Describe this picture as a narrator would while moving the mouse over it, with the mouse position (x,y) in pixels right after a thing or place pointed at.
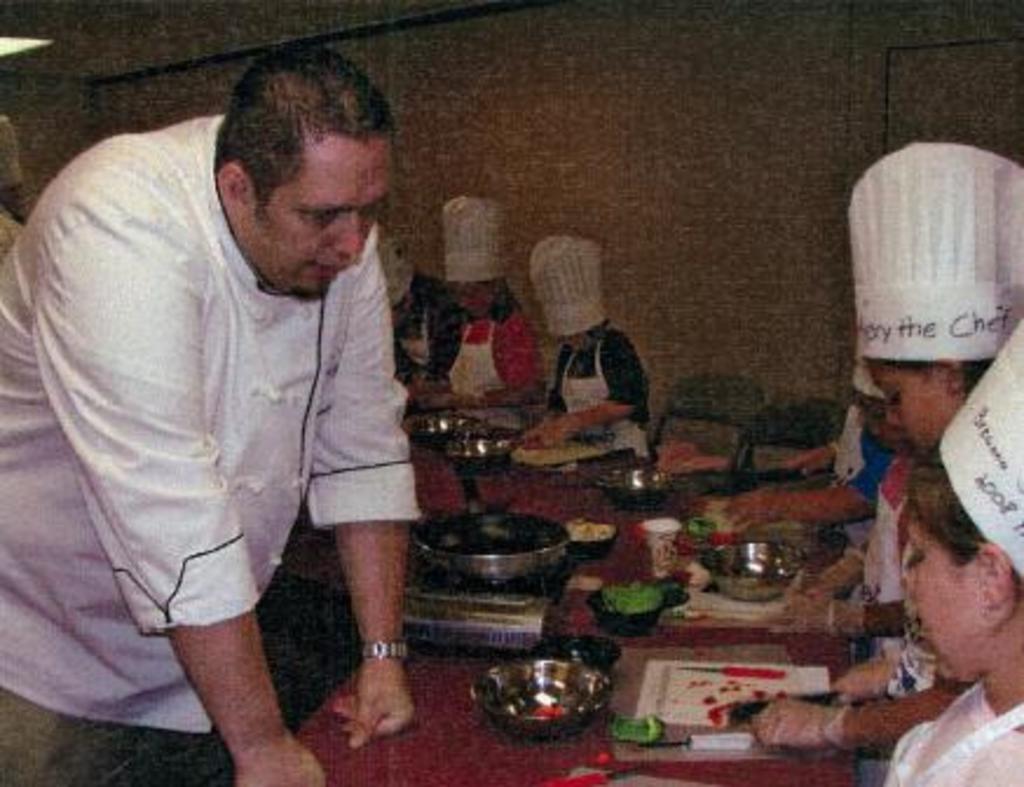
In this picture, we can see a few people (922,577), we can see some objects (562,663) on the table (763,782) like pan (503,568), bowls (503,681) and we can see the wall (562,108) and light (2,55).
